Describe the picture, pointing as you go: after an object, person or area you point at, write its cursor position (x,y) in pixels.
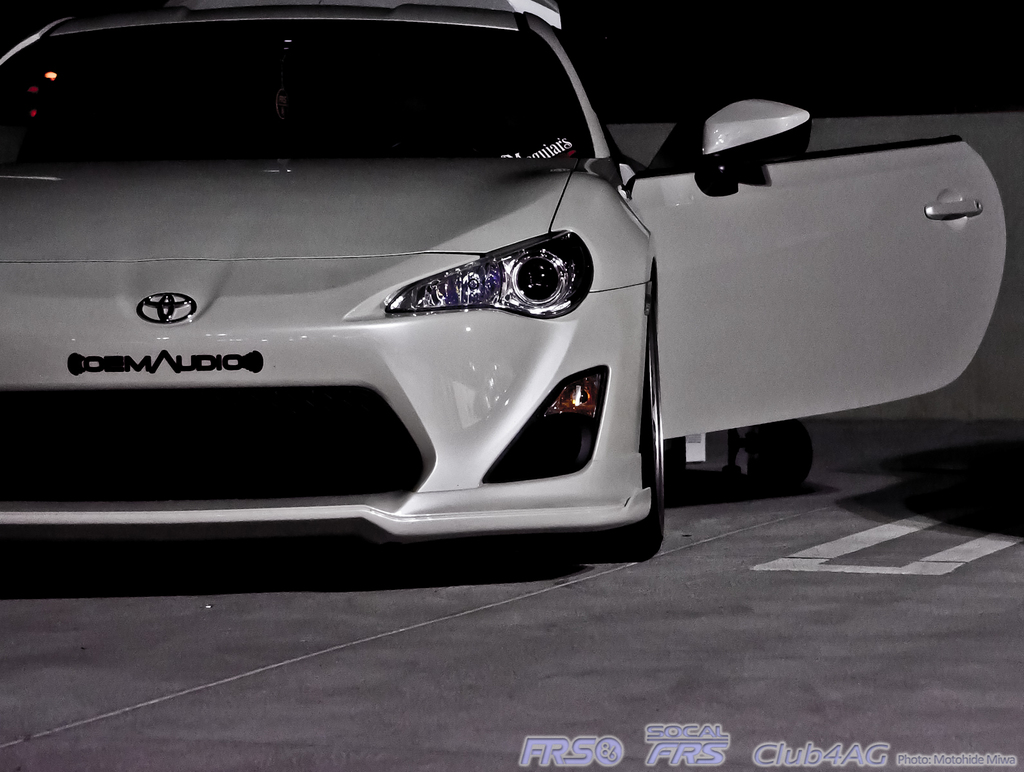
In the image there is a car (290,109) and the door (750,188) of the car (739,244) is opened, there is some text (535,754) on the bottom right of the image (716,753).
